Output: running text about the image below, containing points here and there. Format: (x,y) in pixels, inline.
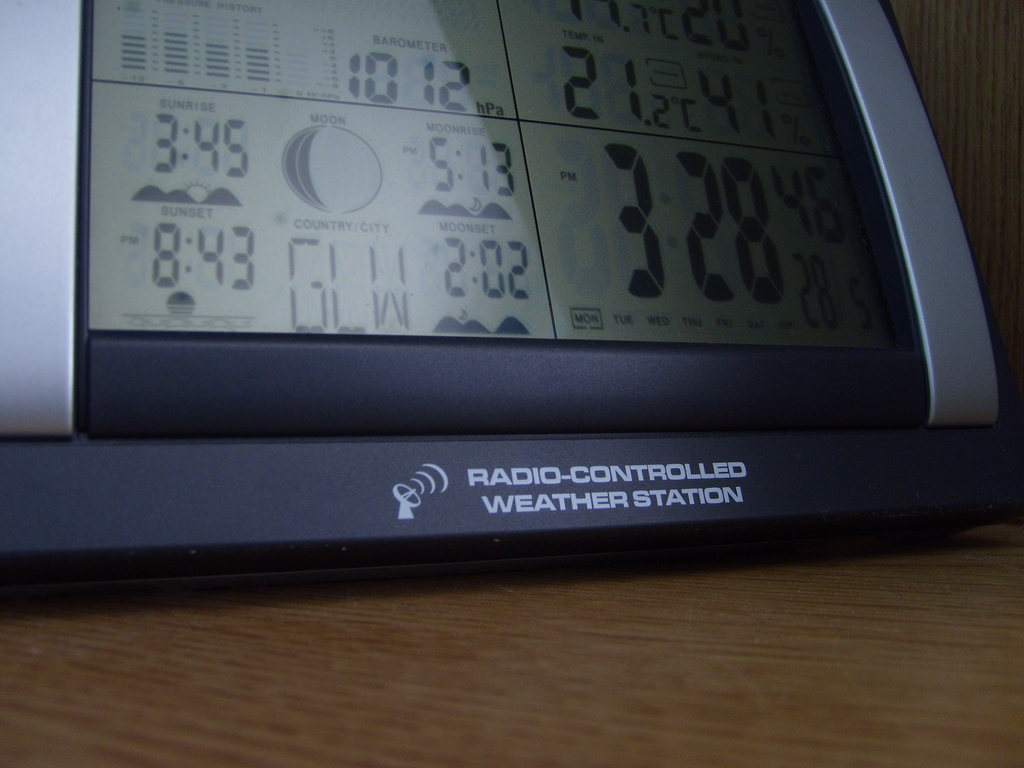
In this picture we can see a device (240,549) placed on a wooden platform (709,613) and in the background (961,83) we can see the wall (956,73).
